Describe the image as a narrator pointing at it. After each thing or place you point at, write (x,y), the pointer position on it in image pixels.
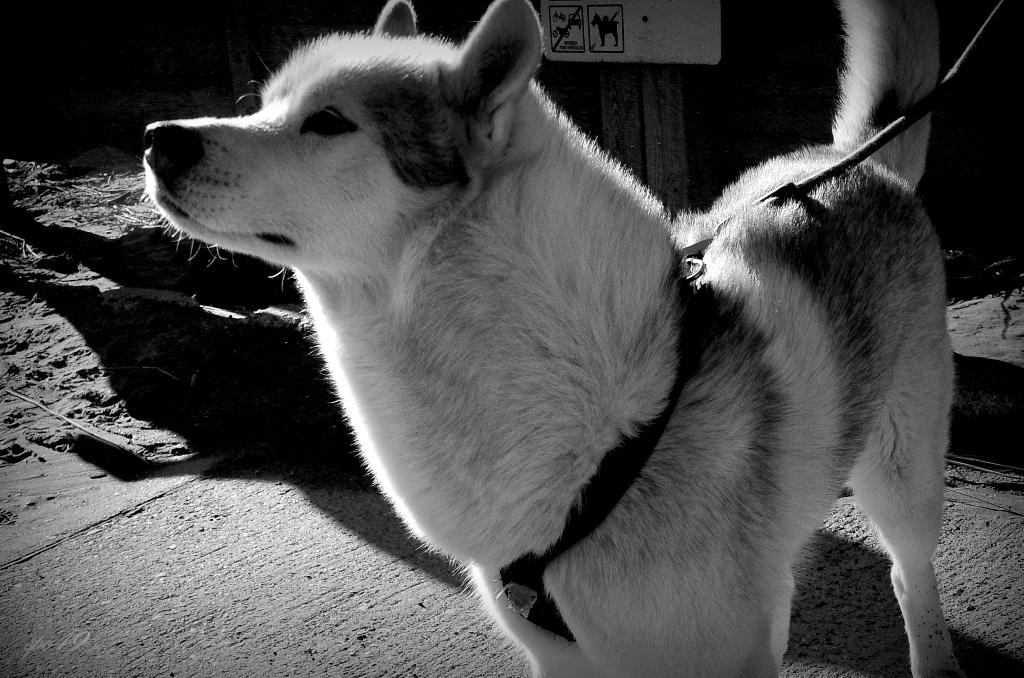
In this picture we can see a dog (543,496) on the ground (265,563) with a belt (604,491) on it and in the background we can see a board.
